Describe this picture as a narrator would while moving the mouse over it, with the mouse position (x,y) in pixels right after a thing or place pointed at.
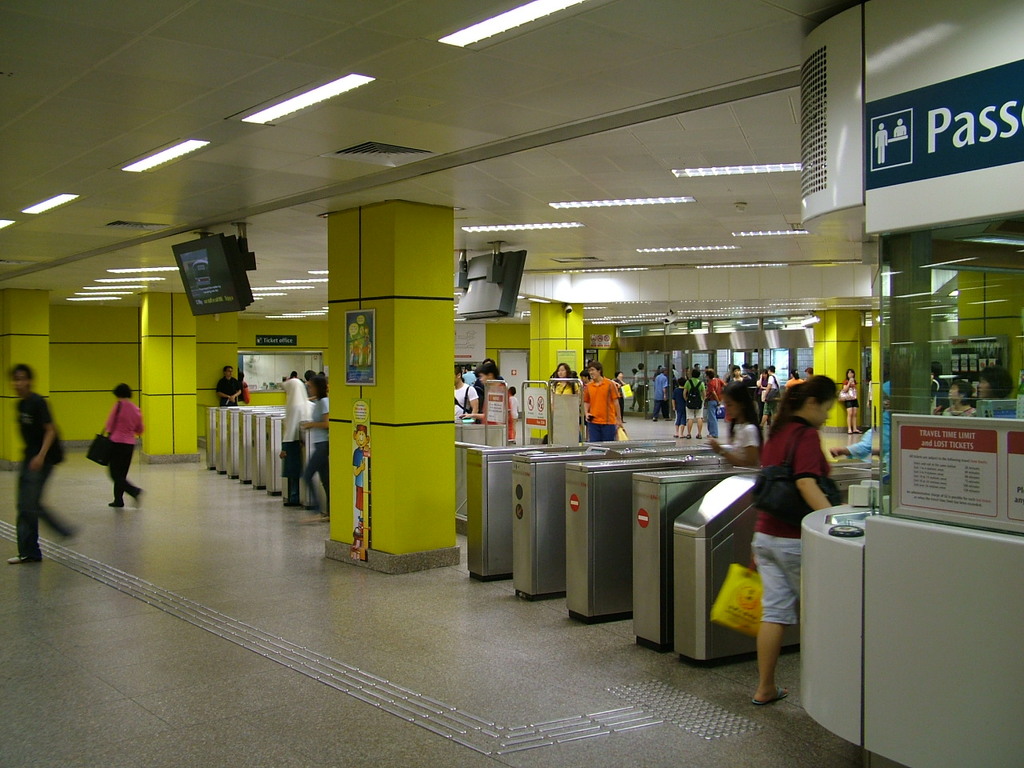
This image is taken in a metro station (513,612). In this image we can see few people (709,372) walking and few are standing on the floor (419,632). At the top (183,95) there is ceiling (183,95) with the ceiling lights (345,77) and we can also see the television screens (231,272). On the right (973,392) we can see the ticket section (953,564). There is a frame (366,370) and a poster (363,434) attached to the pillar (389,286).
